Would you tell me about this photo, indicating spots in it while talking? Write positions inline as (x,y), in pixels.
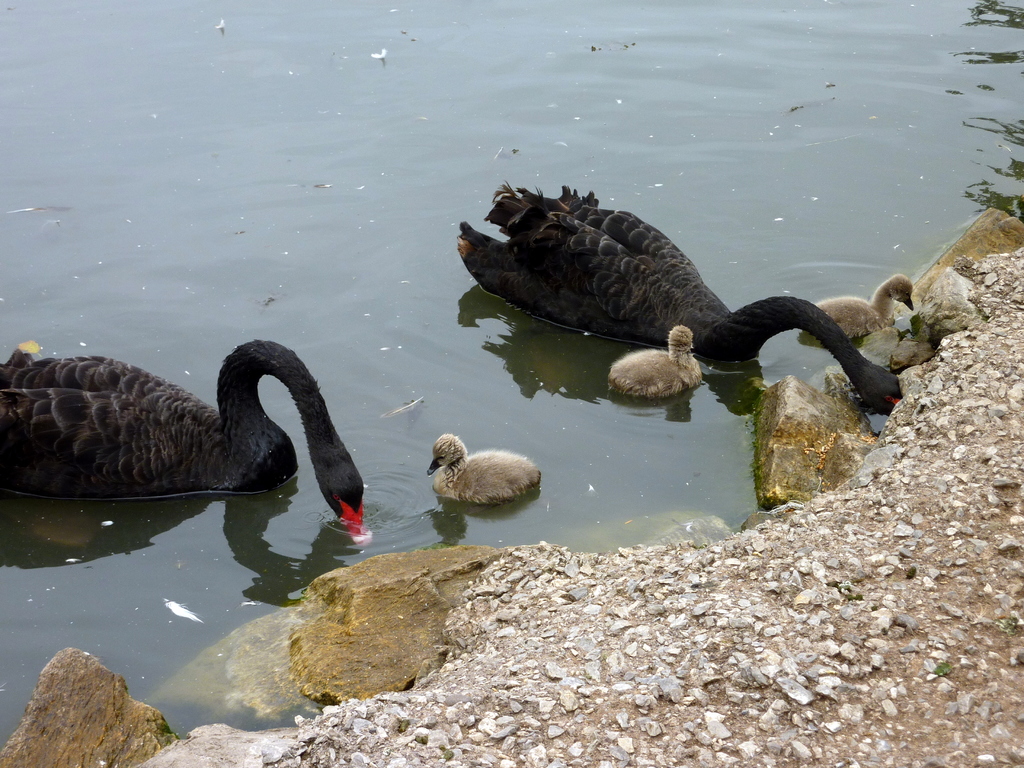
In this image I can see birds (355,521) swimming in the water (627,501). On the right side (770,571) I can see some land surface (881,621).
